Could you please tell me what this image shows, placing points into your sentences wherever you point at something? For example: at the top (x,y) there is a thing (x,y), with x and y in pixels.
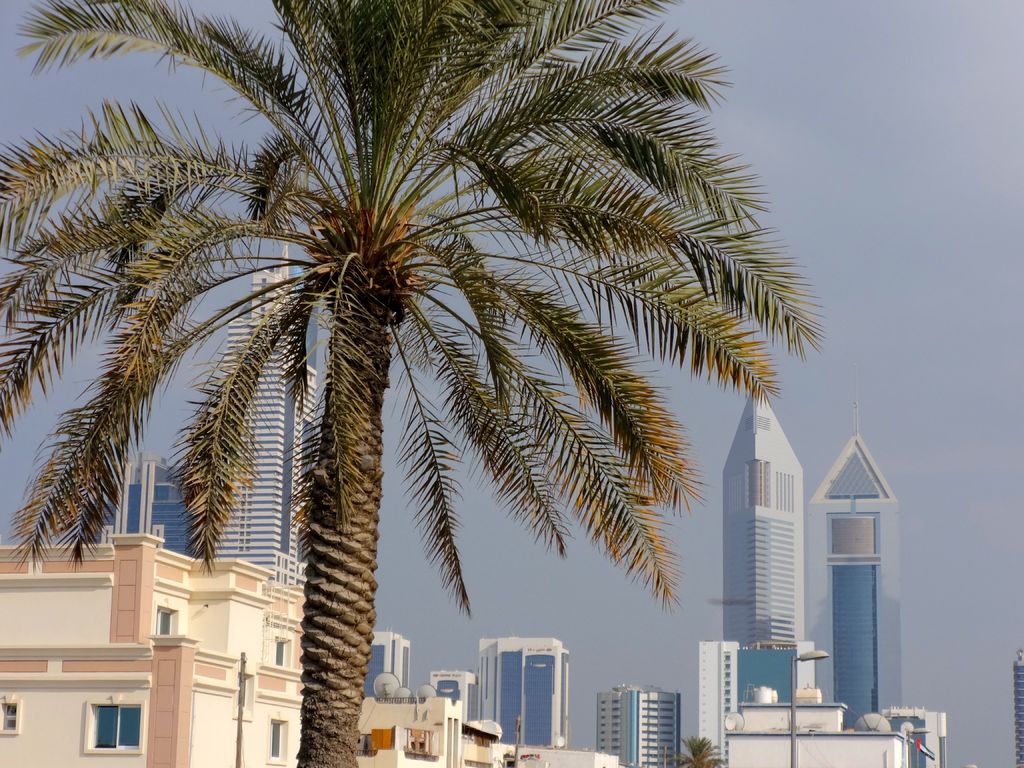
Here we can see a tree (516,414). In the background (487,618) there are buildings (372,716), windows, dish antennas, light poles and sky (978,397).
